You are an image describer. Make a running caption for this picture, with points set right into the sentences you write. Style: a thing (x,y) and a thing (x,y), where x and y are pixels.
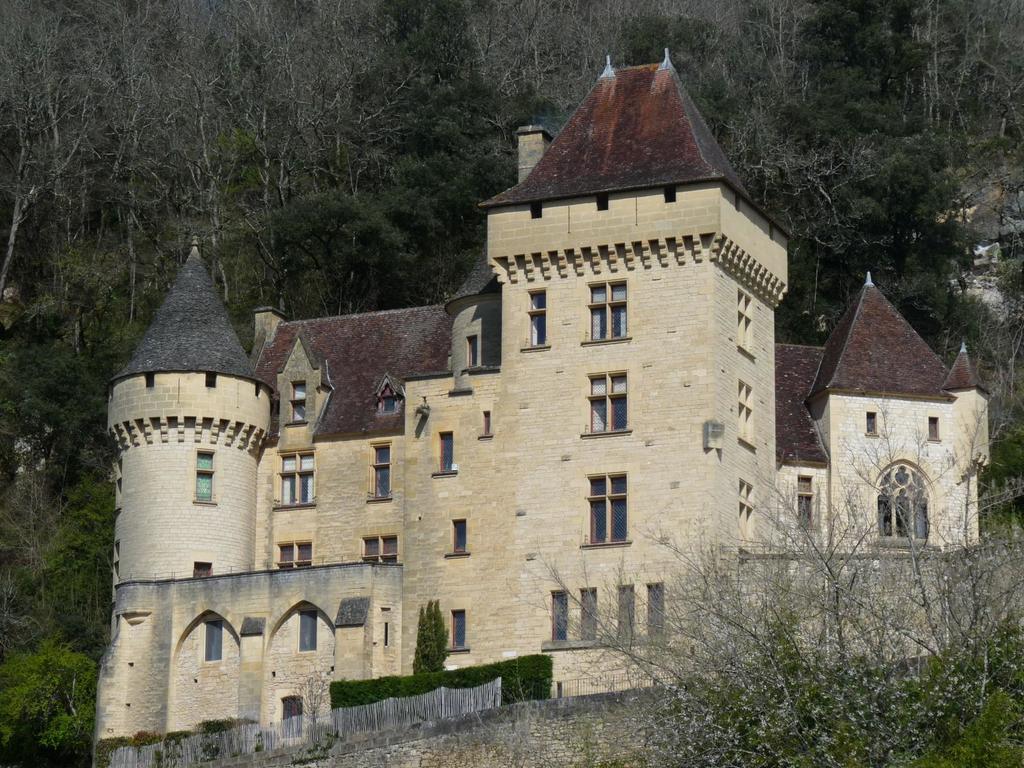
In the center of the image (469,383) we can see a castle (585,524). In the background (231,173) there are trees (999,132). At the bottom (494,729) there is a wall (496,745).
